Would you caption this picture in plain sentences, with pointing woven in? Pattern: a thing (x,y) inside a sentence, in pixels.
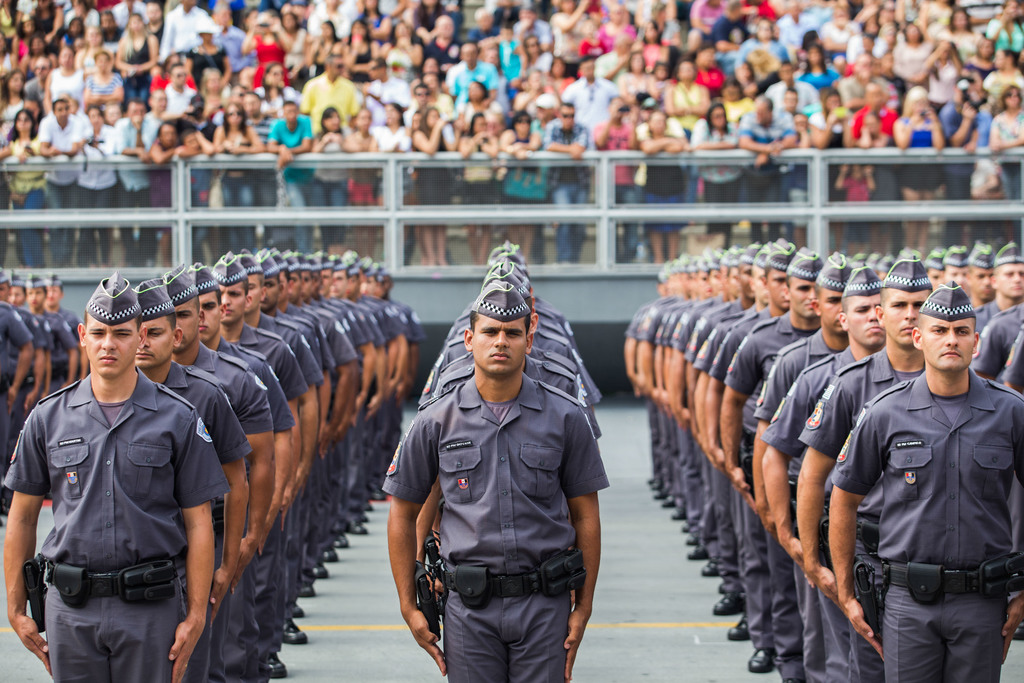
In this picture, we see the man (796,457) in the uniform (531,508) are standing in the rows. Behind them, we see the railing (366,229). Beside that, we see the people (589,101) are standing. This picture is blurred in the background (714,172).
